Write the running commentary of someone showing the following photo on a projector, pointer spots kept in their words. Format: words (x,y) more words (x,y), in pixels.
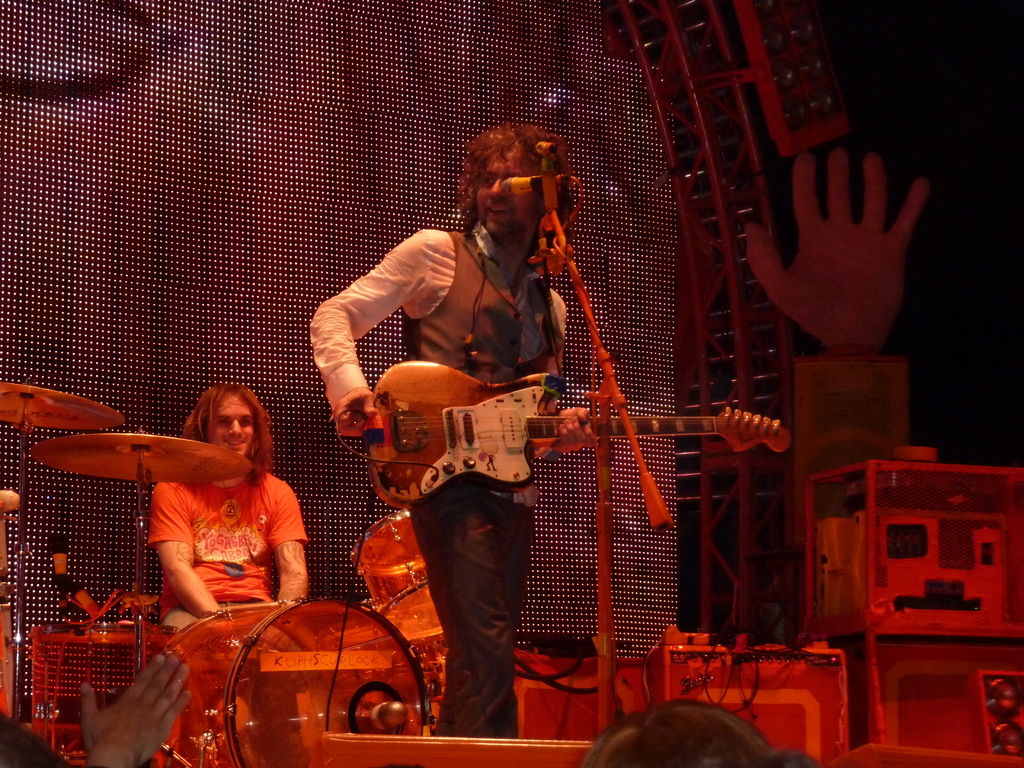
This is a picture taken in a stage (340,482), there are two people (292,514) on the stage (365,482) a man (463,364) holding a guitar (446,441) and the other man (251,534) in orange t shirt (241,543) playing the music instruments (404,526). Background of this people (292,535) is a screen (315,127) and a music systems (792,673).
